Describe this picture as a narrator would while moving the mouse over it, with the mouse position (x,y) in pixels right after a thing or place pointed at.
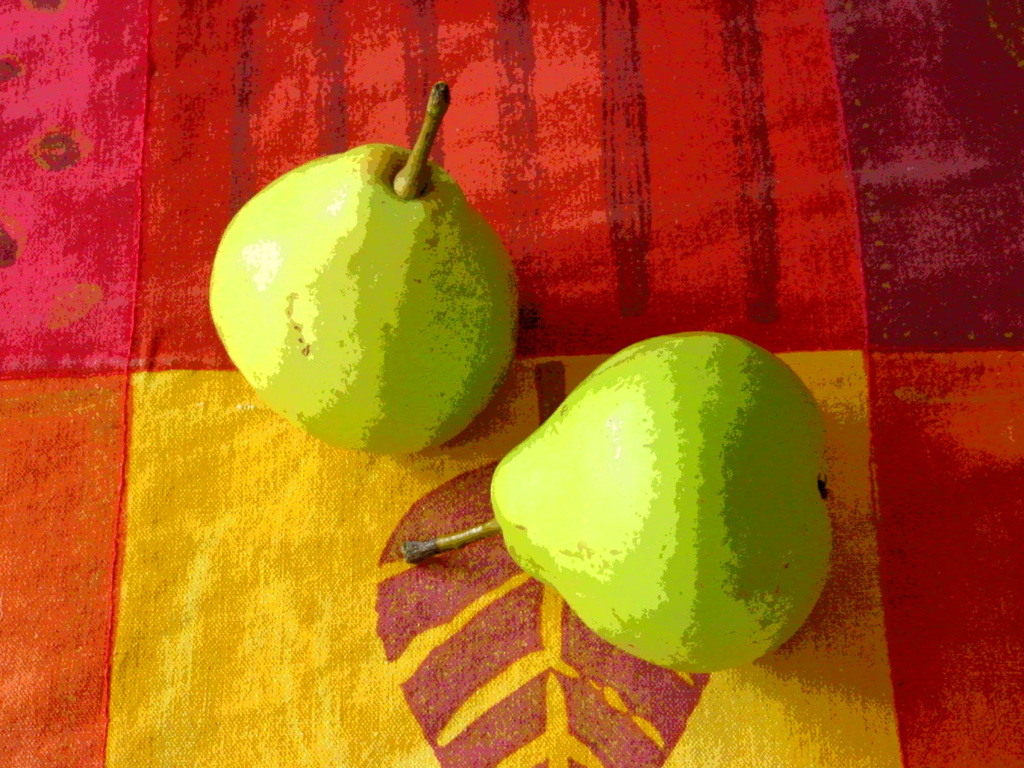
In the picture we can see a cloth (65,564) which is red and some part yellow in color on it, we can see two fruits (479,534) which are green in color.
